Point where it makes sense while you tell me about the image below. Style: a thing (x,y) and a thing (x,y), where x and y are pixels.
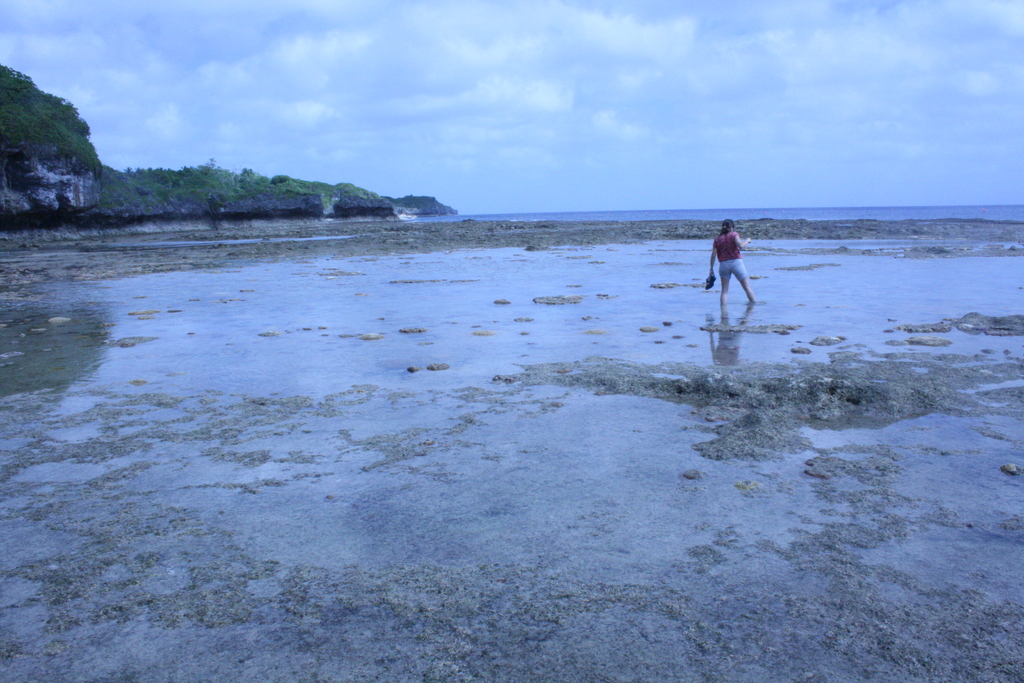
In the foreground of this image (645,496), there is water (607,472), few stones (807,377) and a girl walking in the water (756,295). In the background (294,240), there are cliffs (337,181), water (766,210), sky (756,106) and the cloud (670,20).
